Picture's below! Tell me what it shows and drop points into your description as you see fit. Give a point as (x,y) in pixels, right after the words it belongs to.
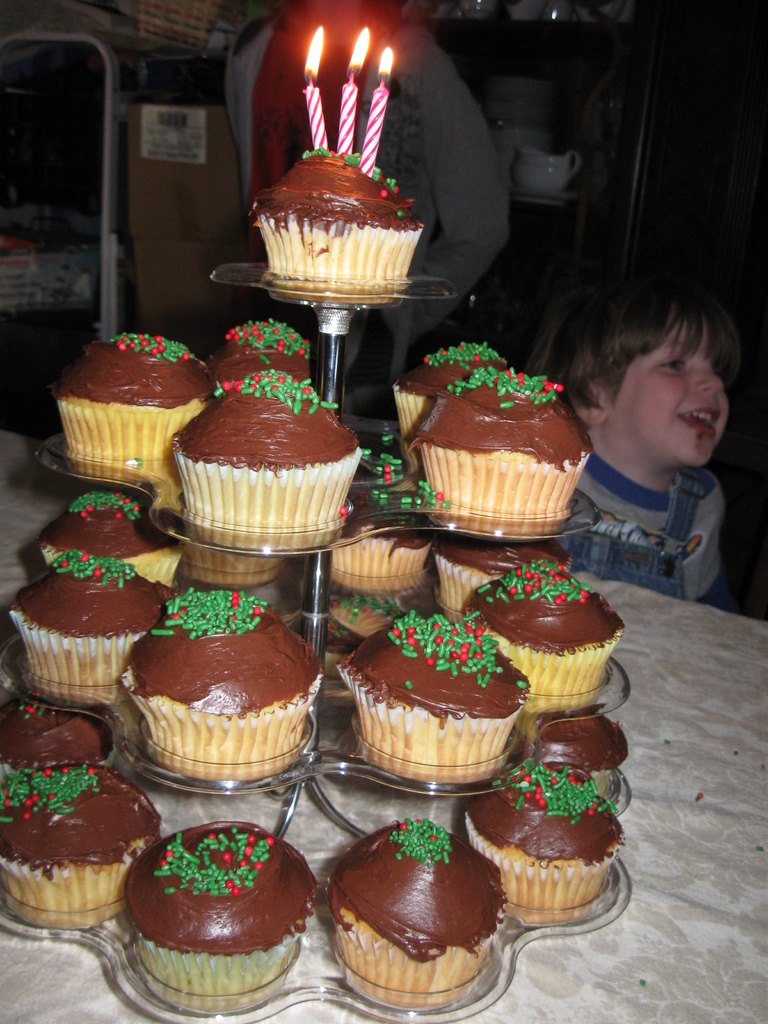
This image consists of cupcakes (243,425) along with candles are kept on a table (643,861). In the background (630,468), there is a boy (725,362). The cakes (253,419) are in brown color.
